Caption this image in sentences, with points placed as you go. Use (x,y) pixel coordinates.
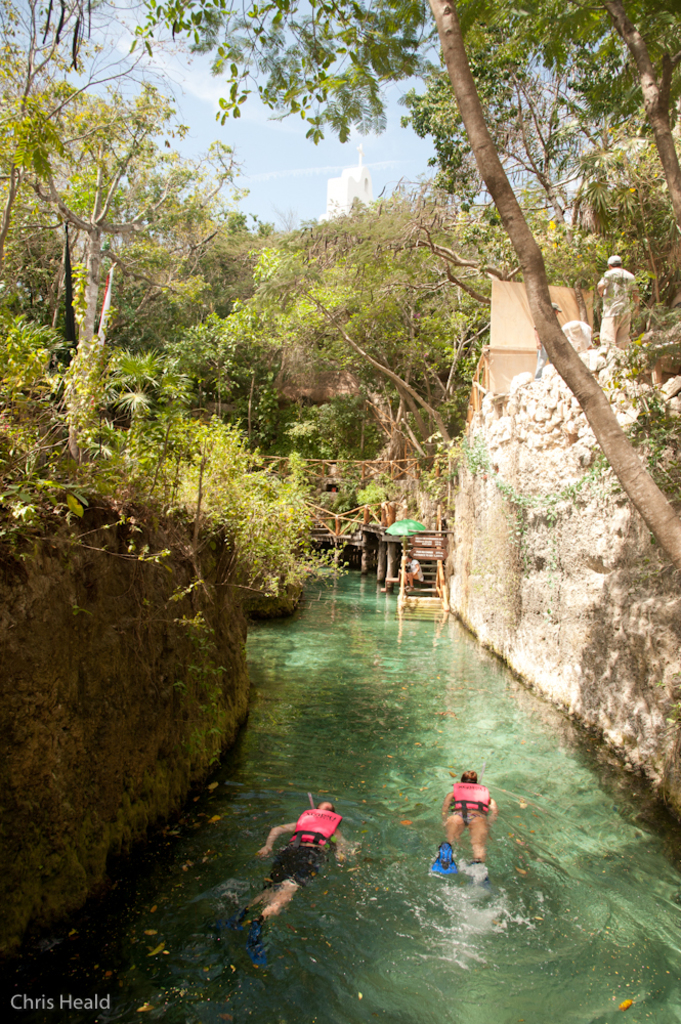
At the bottom (296,868) there are two persons (455,830) swimming in the water (437,832). On the right (616,624) and left side of the image (79,698) I can see the walls (251,611). In the background (332,349) there are many trees (243,352) and there are stairs (435,578). At the top of the image (265,161) I can see the sky (254,136). In the background (354,167) there is a building (354,196).
